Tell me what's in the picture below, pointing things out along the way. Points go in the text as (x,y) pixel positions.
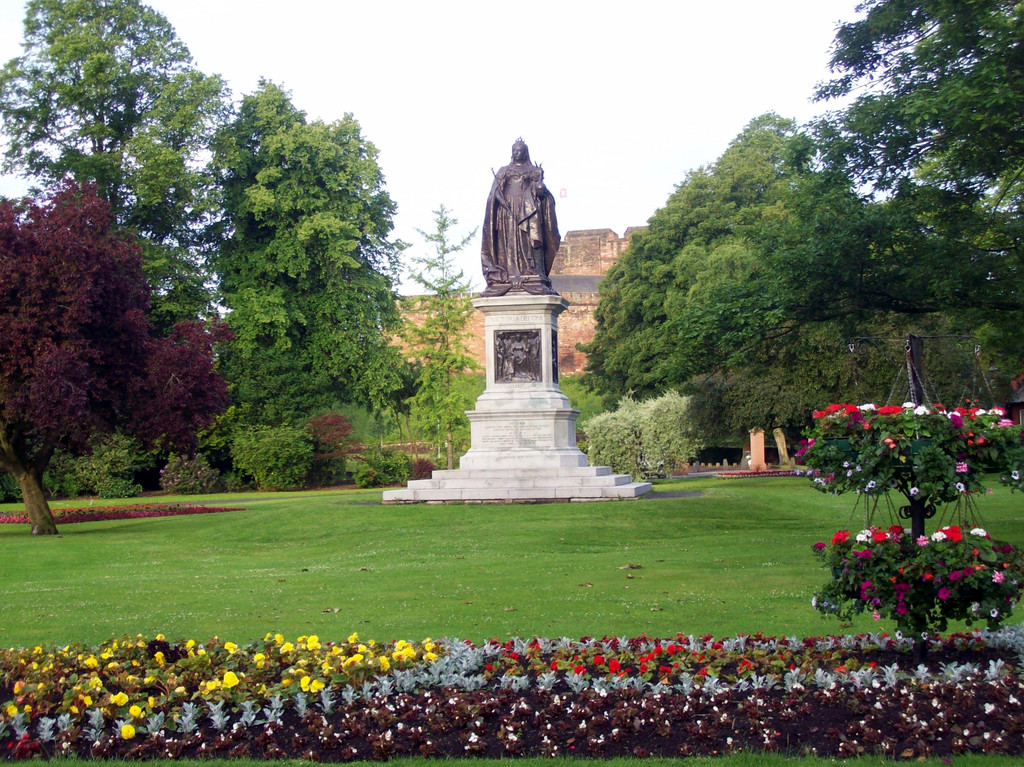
In this image I can see the statue (486,228) of the person (501,231). To the side of the statue (510,247) I can see many trees (675,343). In-front of the statue (496,267) I can see the flowers (400,646) which are in pink, red, white, yellow and ash color. In the background (473,292) I can see the wall (459,303) and the sky (469,21).
